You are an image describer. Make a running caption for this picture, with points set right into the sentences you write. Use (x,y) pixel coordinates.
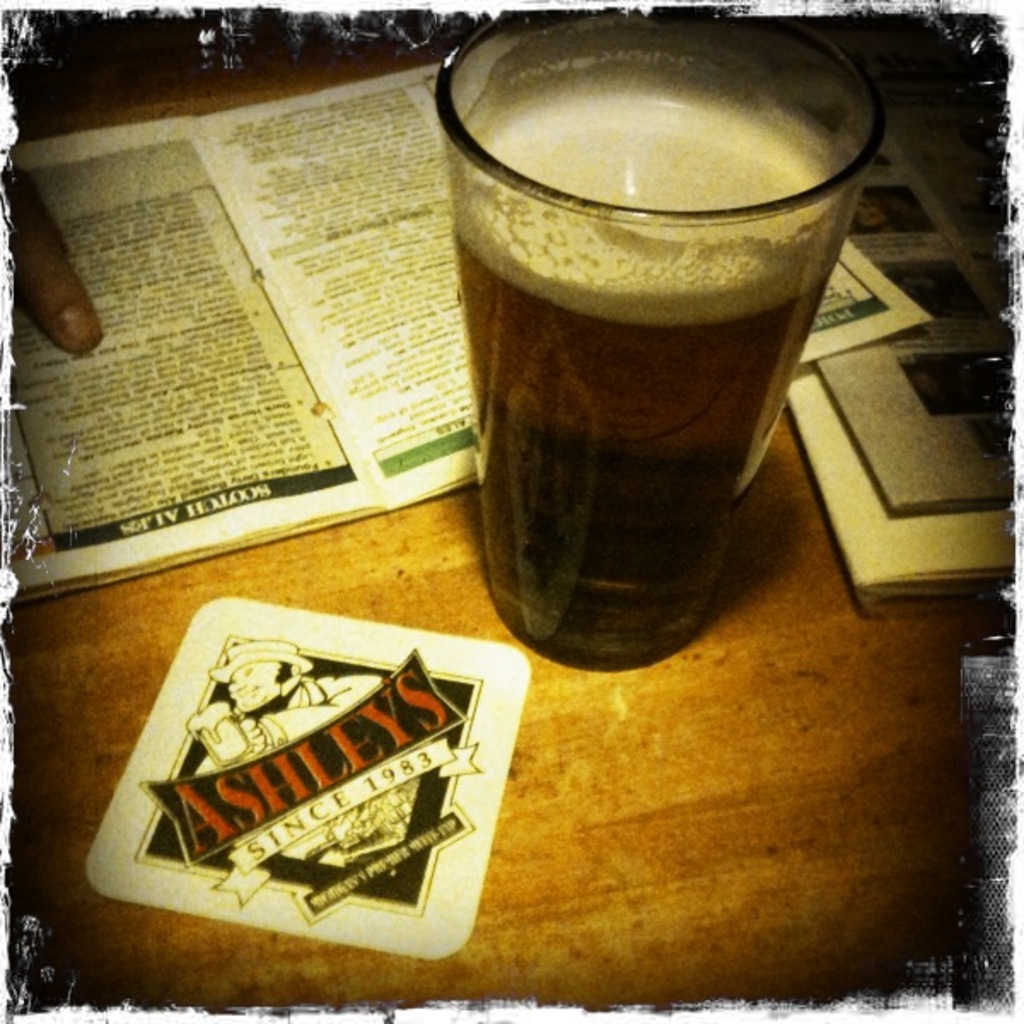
In this image I can see the brown colored table (693,827) and on the table (648,768) I can see few books (354,446), a human finger (17,280) and a glass (609,356) with liquid (621,268) in it.
